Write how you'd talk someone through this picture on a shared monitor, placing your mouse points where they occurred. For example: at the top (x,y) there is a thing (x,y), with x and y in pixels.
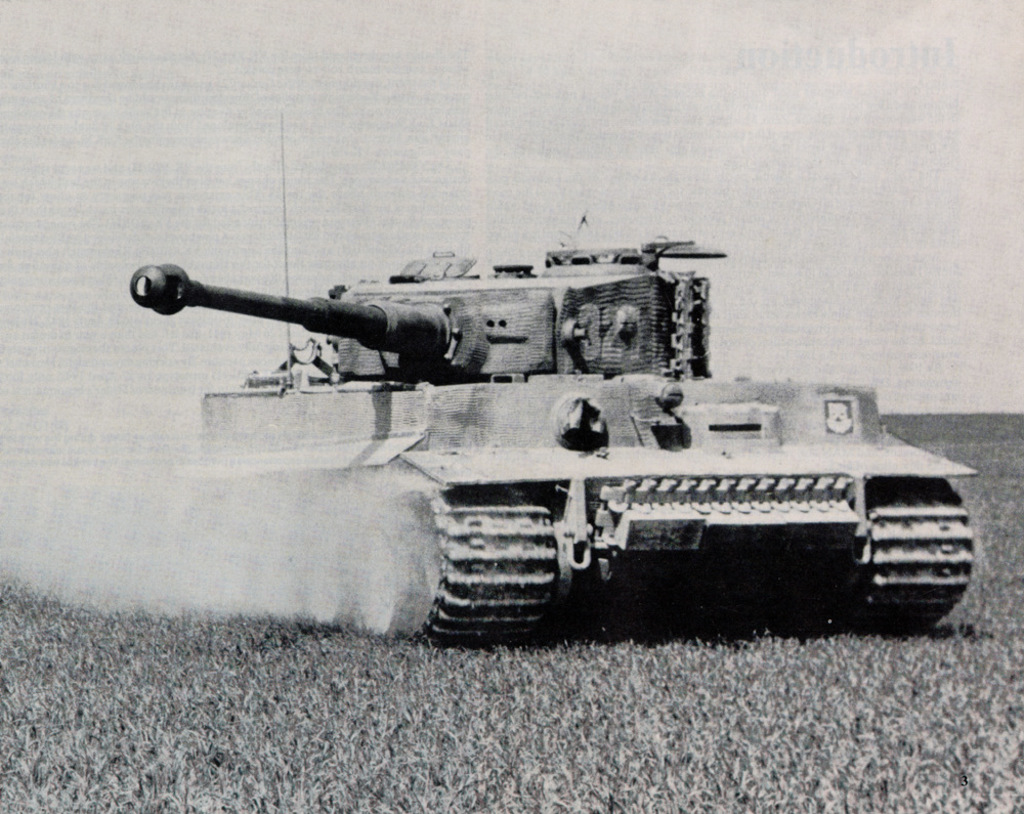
This is a black and white image. I can see a battle tank (506,608) on the grass (559,731).
